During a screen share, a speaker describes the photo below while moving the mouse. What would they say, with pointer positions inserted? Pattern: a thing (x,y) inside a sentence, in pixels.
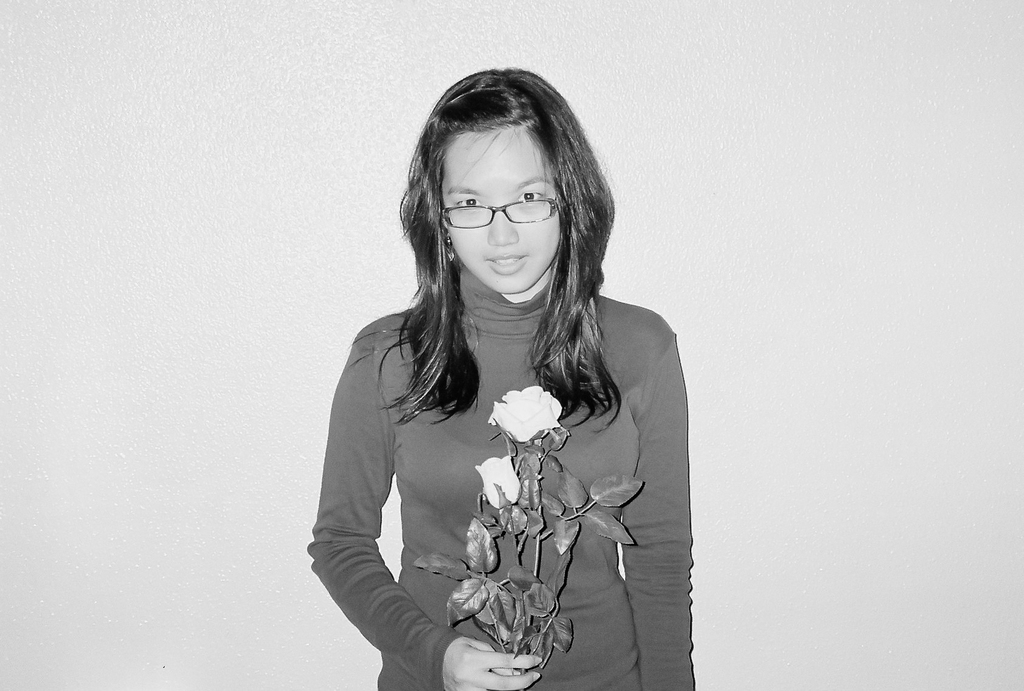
In this picture there is a black and white photograph of the girl (622,458), wearing t-shirt (624,441) and holding a white flower (538,653) in the hand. Behind there is a white background (611,95).
